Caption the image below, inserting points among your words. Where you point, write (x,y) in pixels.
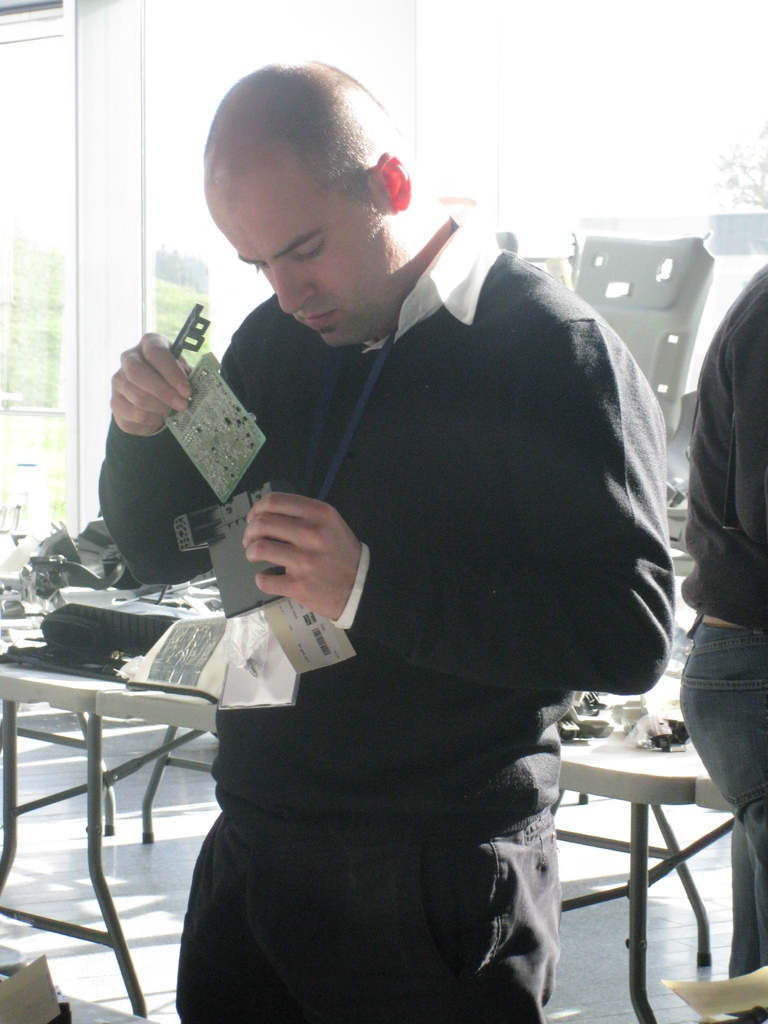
In the image we can see there is a man (339,342) who is standing and holding electronic parts (219,483) in his hands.
